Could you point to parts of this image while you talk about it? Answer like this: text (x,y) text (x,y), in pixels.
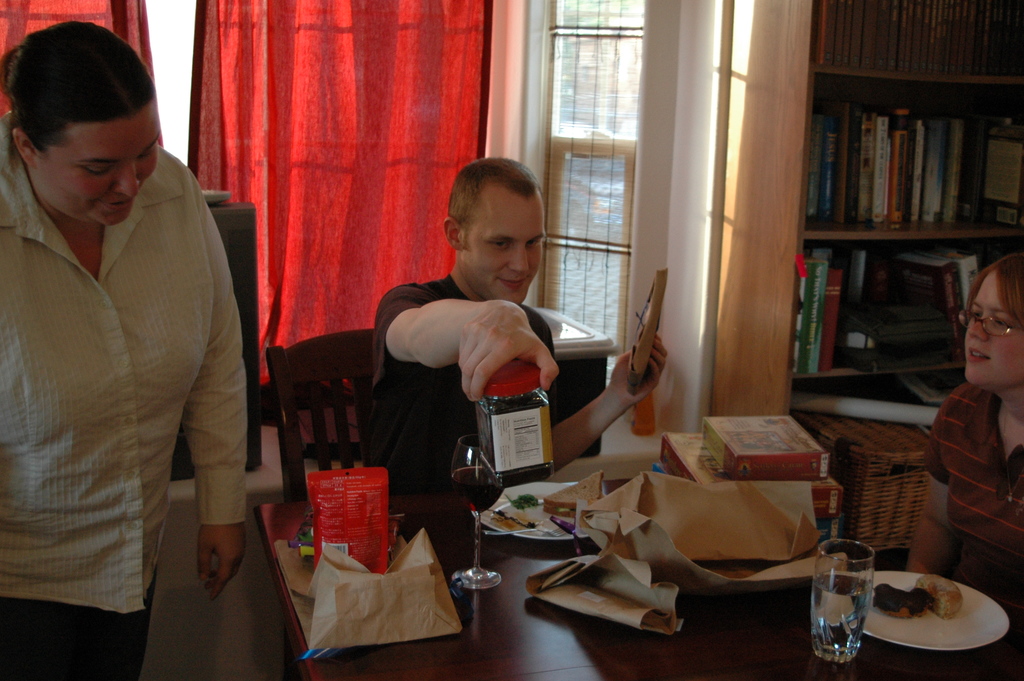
In this picture there is a man (459,399) holding an object (522,451) with a woman (142,271) here and there is another person (928,472) sitting over here.
